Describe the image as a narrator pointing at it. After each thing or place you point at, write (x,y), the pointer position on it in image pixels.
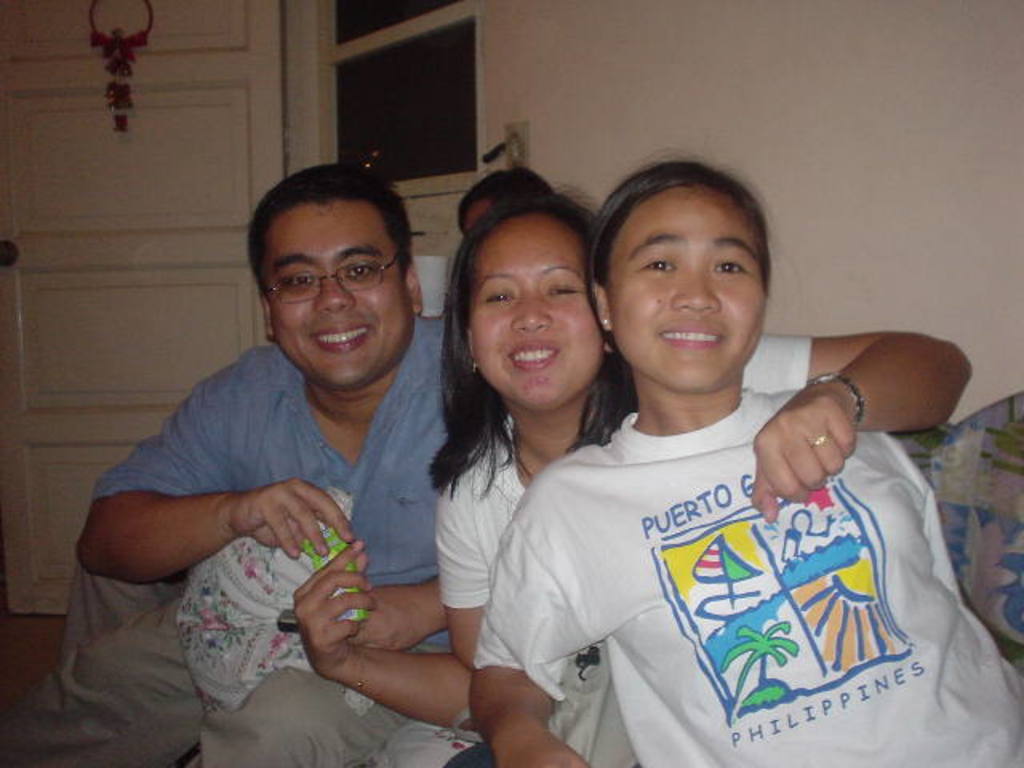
In this picture I can see a man (399,429), a woman (566,343) and a girl (675,458) in front (581,403) and I see that they're smiling. In the background (107,139) I can see the door (132,419), a window (346,37) and the wall (696,42) and I can also see a person's head (506,196). I see that the man (261,363) and the woman (340,565) are holding a thing (339,546) in their hands (283,547).
